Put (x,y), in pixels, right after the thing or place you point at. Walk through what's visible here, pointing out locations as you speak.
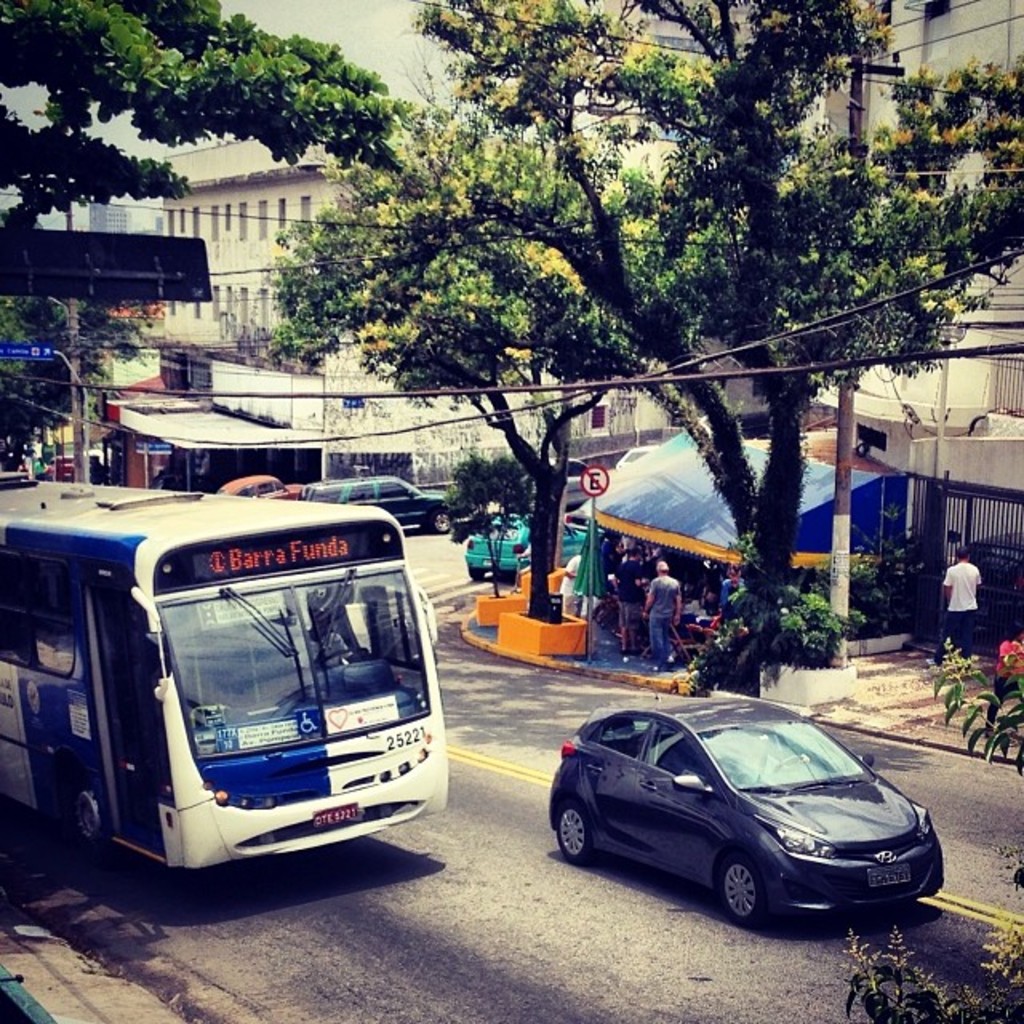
Vehicles (298,633) are on the road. Here we can see trees (530,469), signboards (10,275), poles (563,448), people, buildings (813,443) and tent (652,487). Beside this person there is a grill (964,531).
